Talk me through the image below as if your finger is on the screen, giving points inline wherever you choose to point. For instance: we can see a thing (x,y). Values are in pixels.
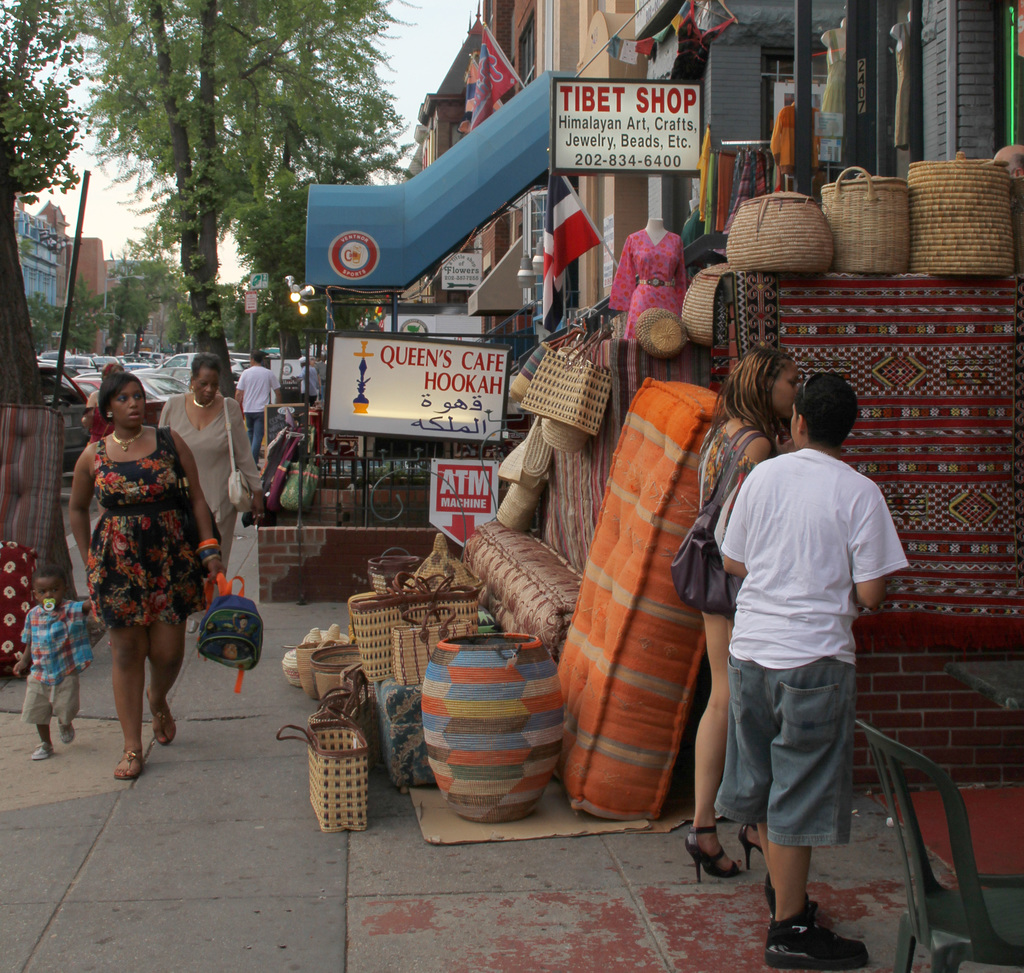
In this picture I can see group of people (219,434) standing, there is a table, chair (957,920), boards (333,446), flags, there are mattresses (636,501), pot (493,689), leaf baskets (532,515), buildings (860,702), lights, poles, vehicles (172,370), trees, mannequins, and in the background (438,76) there is sky (429,77).
